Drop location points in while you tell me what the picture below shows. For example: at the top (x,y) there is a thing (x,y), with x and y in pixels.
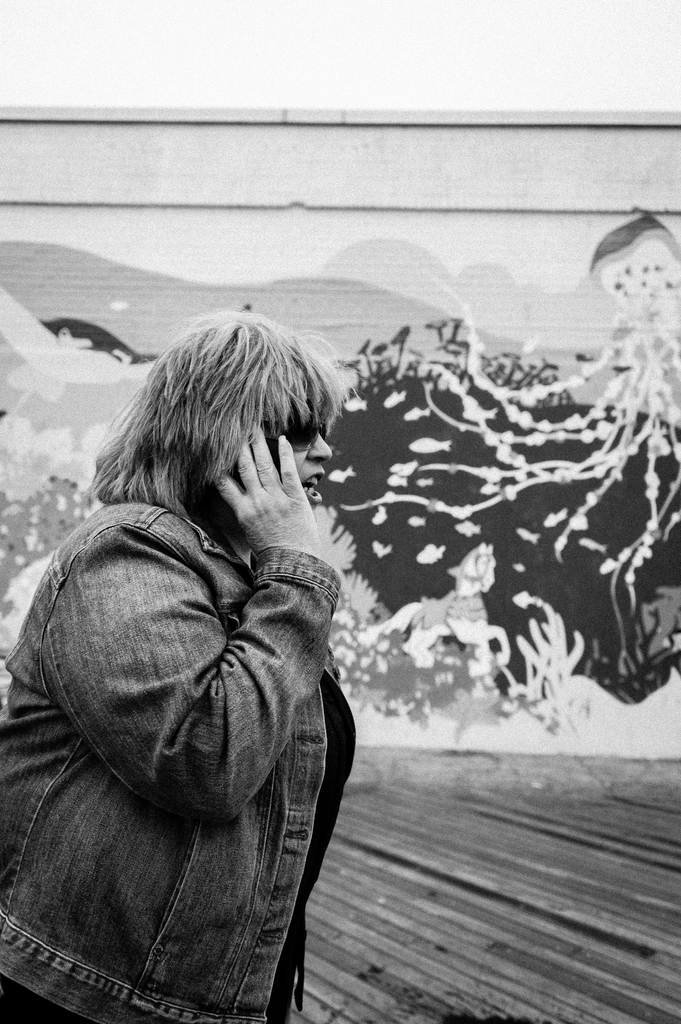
This is a black and white image. We can see a person (132,767). Behind the person (149,678), there is a painting (129,357) on the wall (49,538). At the top of the image (221,83), it looks like the sky (390,57).
